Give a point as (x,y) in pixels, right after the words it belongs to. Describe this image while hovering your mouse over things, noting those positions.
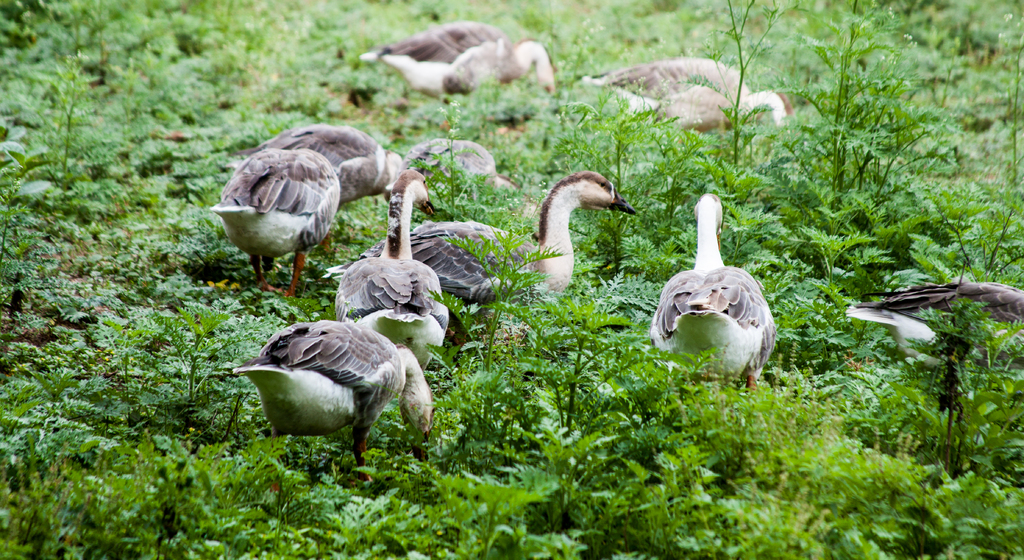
In this image I can see few plants (724,491) which are green in color on the ground (843,229) and I can see few birds (743,307) which are cream, black, white and brown in color.
